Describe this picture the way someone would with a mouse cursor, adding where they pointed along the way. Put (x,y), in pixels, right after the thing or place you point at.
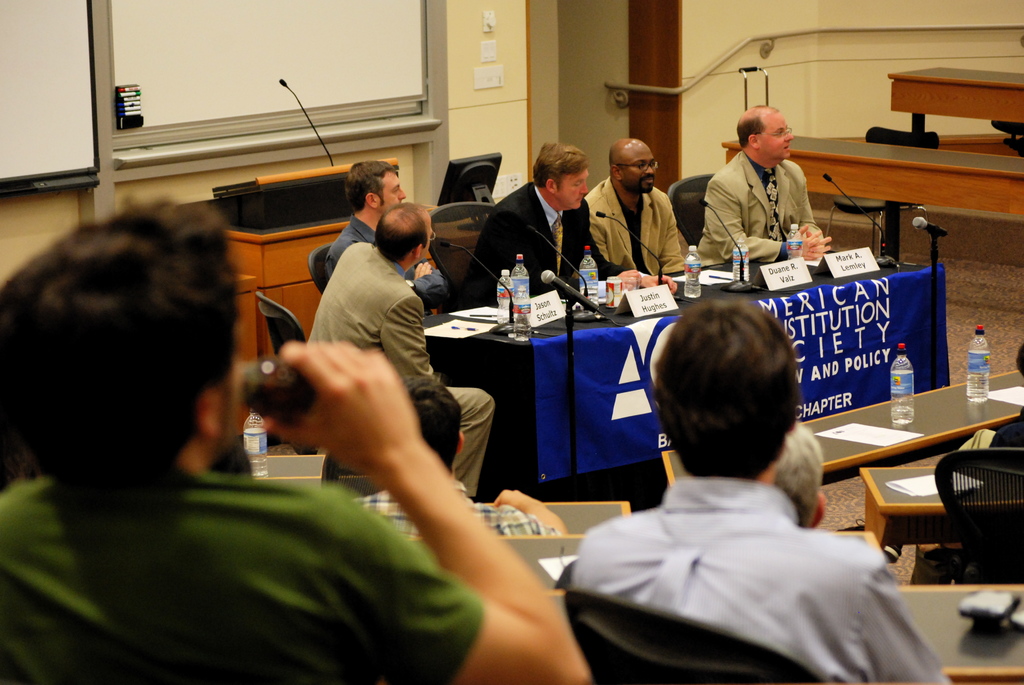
There are groups of people (365,225) sitting on the chairs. This is a table (630,323) covered with a cloth (528,355). I can see the name boards (555,305), mike's (747,289), water bottles (587,273), papers (477,327) and few other things (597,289) on it. These are the mics (585,301) attached to the mike stands (570,315). This looks like a podium (294,185) with a mike (299,98). I think this is a whiteboard (266,101). These look like the marker pens (136,98). These are the tables (917,180) and chairs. Here is another table (884,426) with water bottles (897,397) and papers (872,437) on it.
